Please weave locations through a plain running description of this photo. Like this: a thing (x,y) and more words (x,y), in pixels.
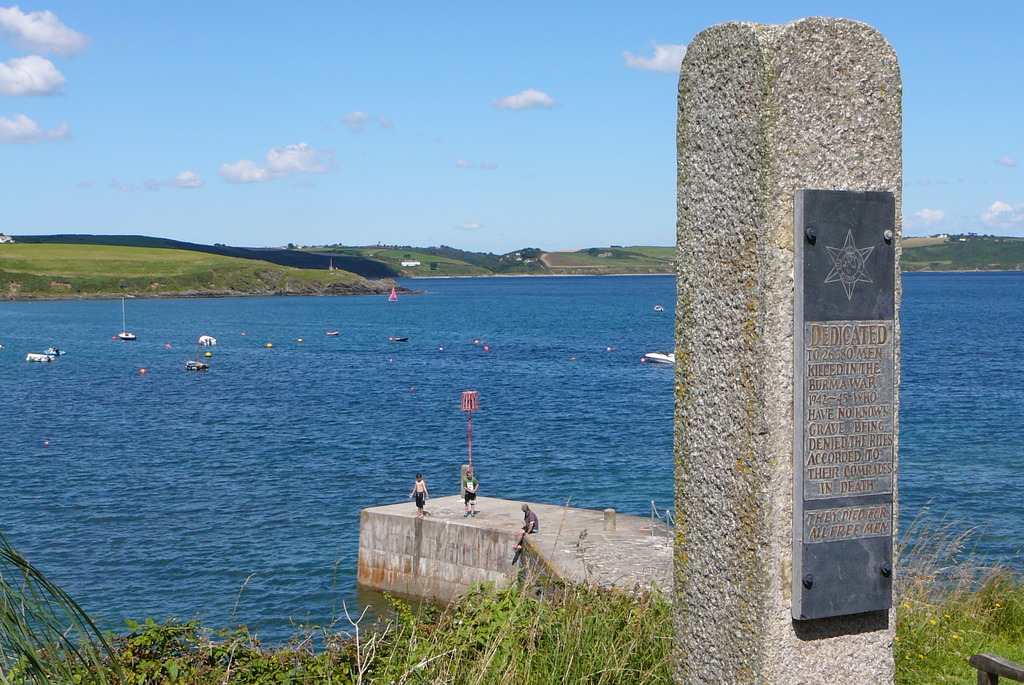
This picture is taken beside the river (606,301). On the river (102,300), there are boats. Beside the river (369,488), there is a concrete pier (551,514). On the pier (478,497), there are three people (473,503). Towards the right (797,507), there is a stone (720,300) with a board (832,560) and some text (873,417) engraved on it. At the bottom (468,610), there are plants (430,636) and grass (455,663). In the background (311,282), there are hills (585,254) and a sky (459,129) with clouds (521,94).
